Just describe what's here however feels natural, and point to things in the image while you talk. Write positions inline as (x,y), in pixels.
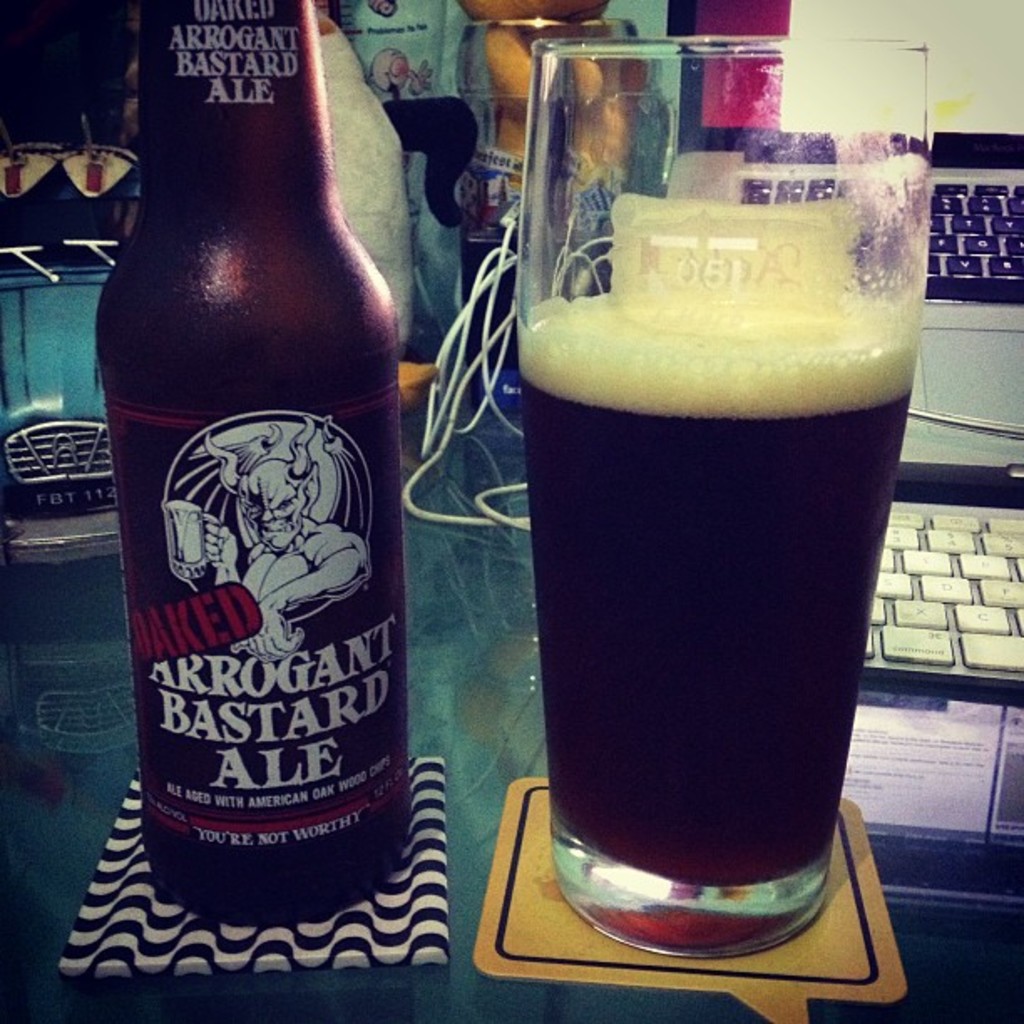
In the foreground of the picture (742,468) we can see bottle (289,556), glass (783,504), drink (674,729) on a table (73,899). On the right (978,269) we can see keyboard (961,527) and laptop (964,275). On the left (43,312) there is a toy (53,192). In the center of the background (452,44) there are some objects (452,222), cable (489,396) and wall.
